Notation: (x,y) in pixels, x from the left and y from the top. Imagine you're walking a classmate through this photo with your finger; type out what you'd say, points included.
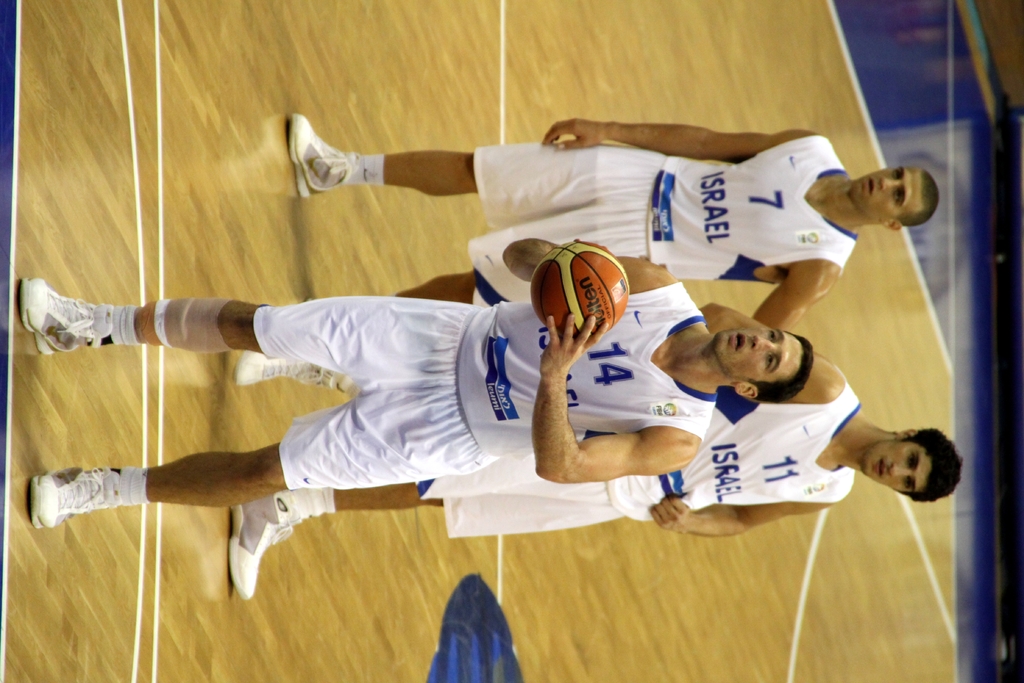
In this image in the center (379,405) there are three persons (584,419) who are standing and one person (597,352) is holding a basket ball (571,304) it seems that they are playing, in the background (95,365) there is floor (627,578).
